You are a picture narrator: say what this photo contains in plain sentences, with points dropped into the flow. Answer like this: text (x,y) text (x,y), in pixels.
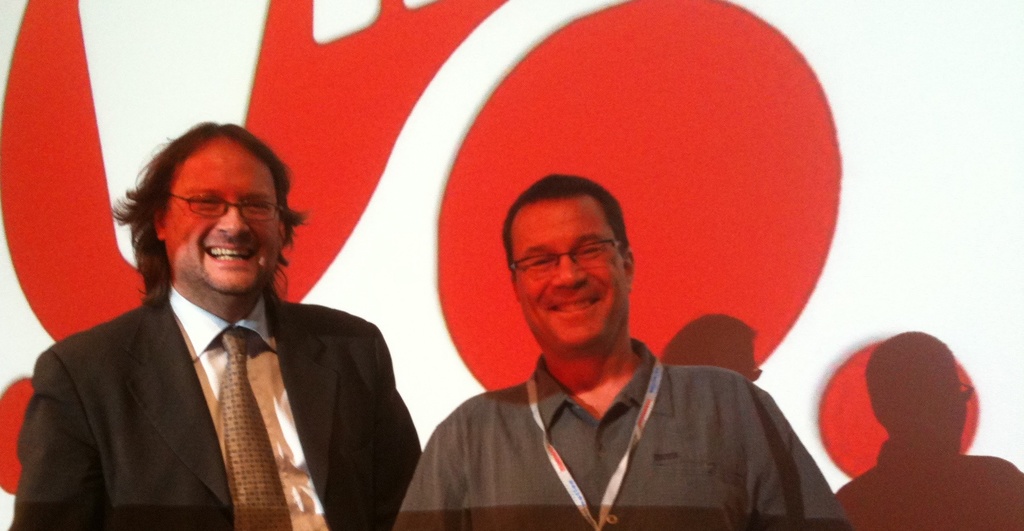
In this image in the center (345,330) there are two persons (505,421) who are standing and smiling and in the background (287,145) there is a wall (795,237).
